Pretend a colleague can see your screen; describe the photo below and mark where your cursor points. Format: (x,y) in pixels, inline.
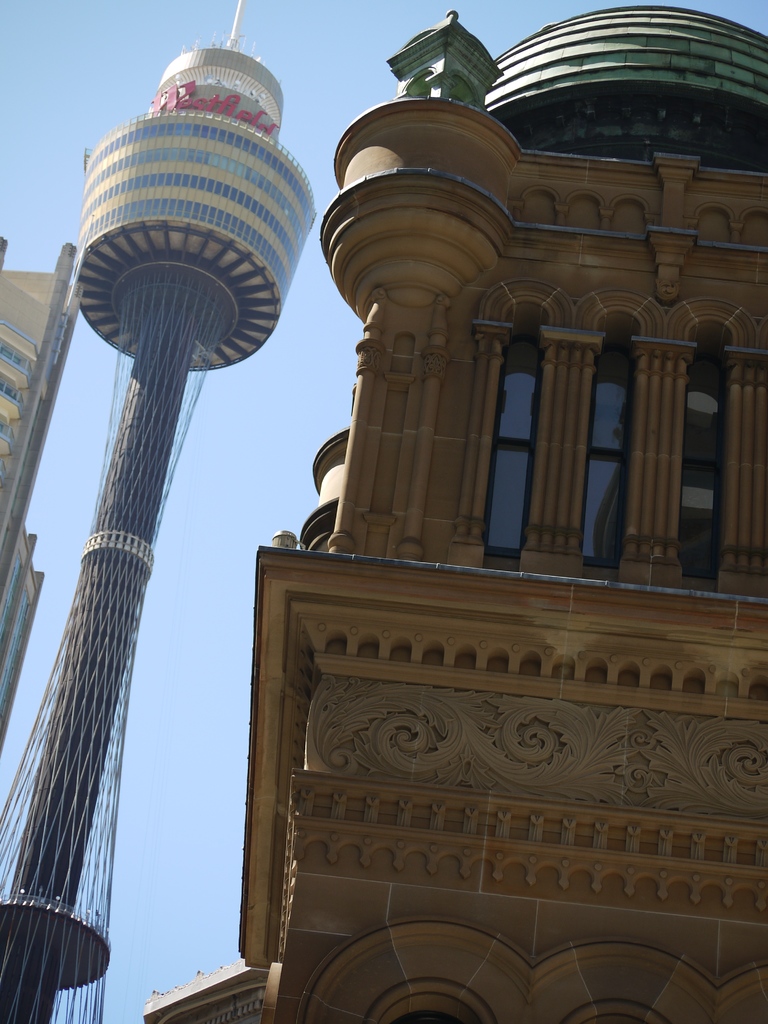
There is a building (464,673) with nicely carved designs (420,738) and beside the building (328,780) there is a big tower (198,190) and in the background (198,686) there is a sky (209,647).
